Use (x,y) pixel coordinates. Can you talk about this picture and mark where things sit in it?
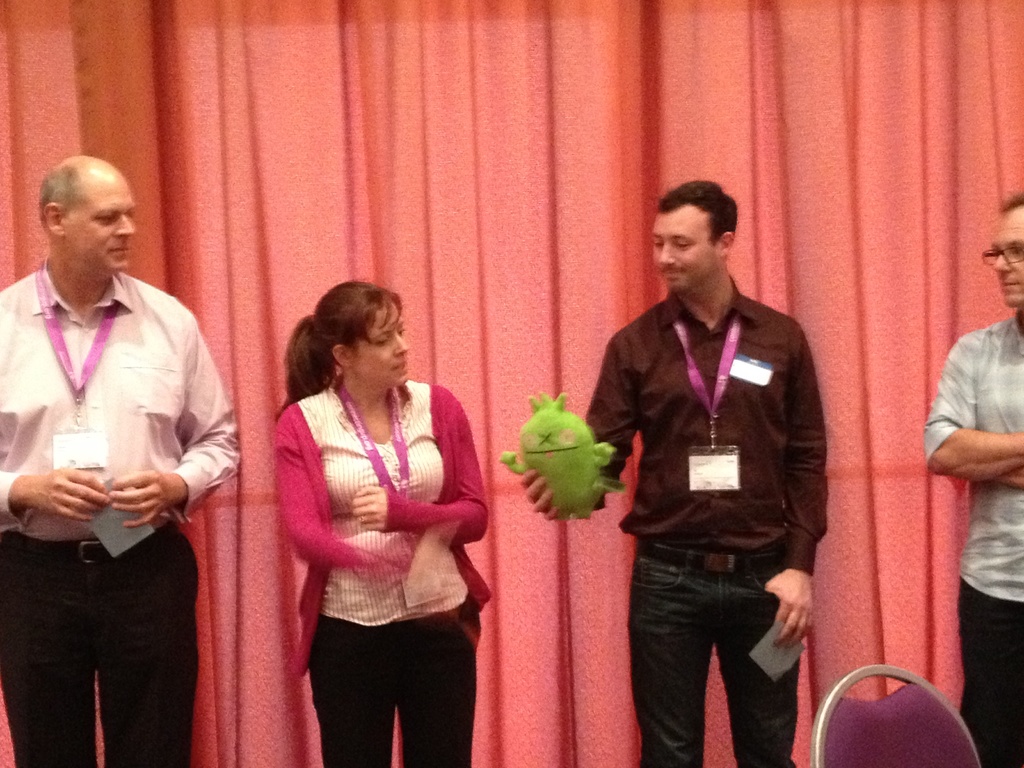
In the picture we can see a four people (658,767) standing three men (5,659) and a woman (370,653), they are wearing a tag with ID cards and in the background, we can see a curtain (27,128) and beside them we can see a chair (865,721).
